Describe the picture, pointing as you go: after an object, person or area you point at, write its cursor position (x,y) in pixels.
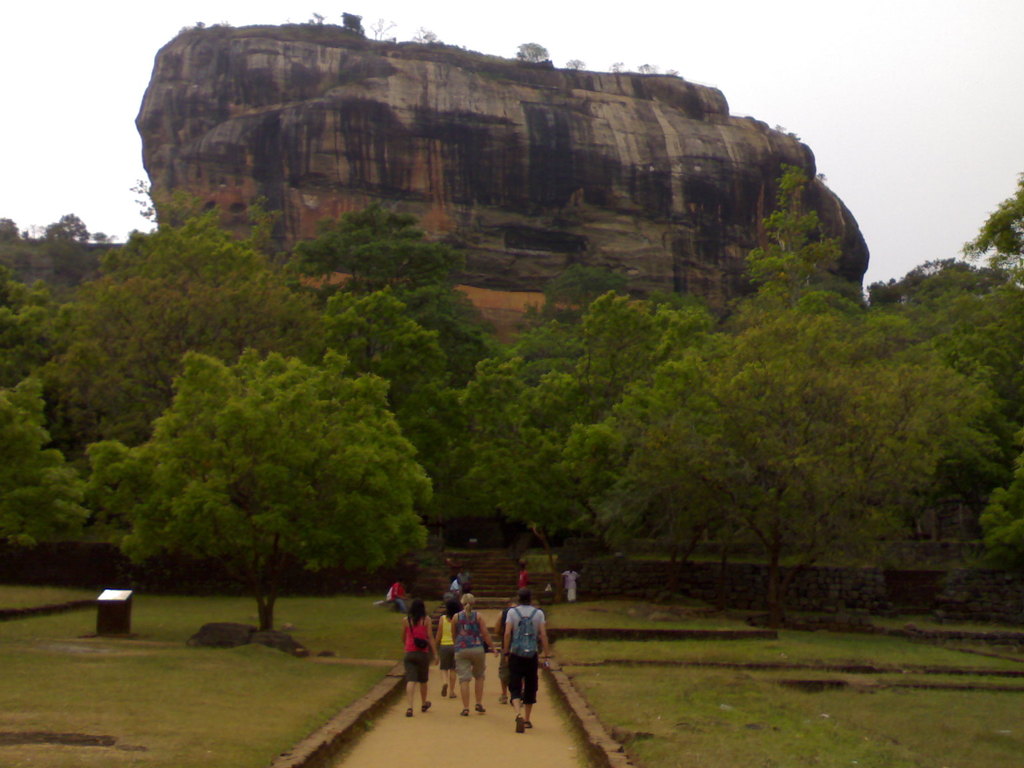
In the image we can see there are people (478,636) walking, wearing clothes (461,634), shoes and some of them are carrying bags (530,642). Here we can see the path (406,728), grass (209,689), trees (646,424), rock (560,168) and the sky (796,46).
